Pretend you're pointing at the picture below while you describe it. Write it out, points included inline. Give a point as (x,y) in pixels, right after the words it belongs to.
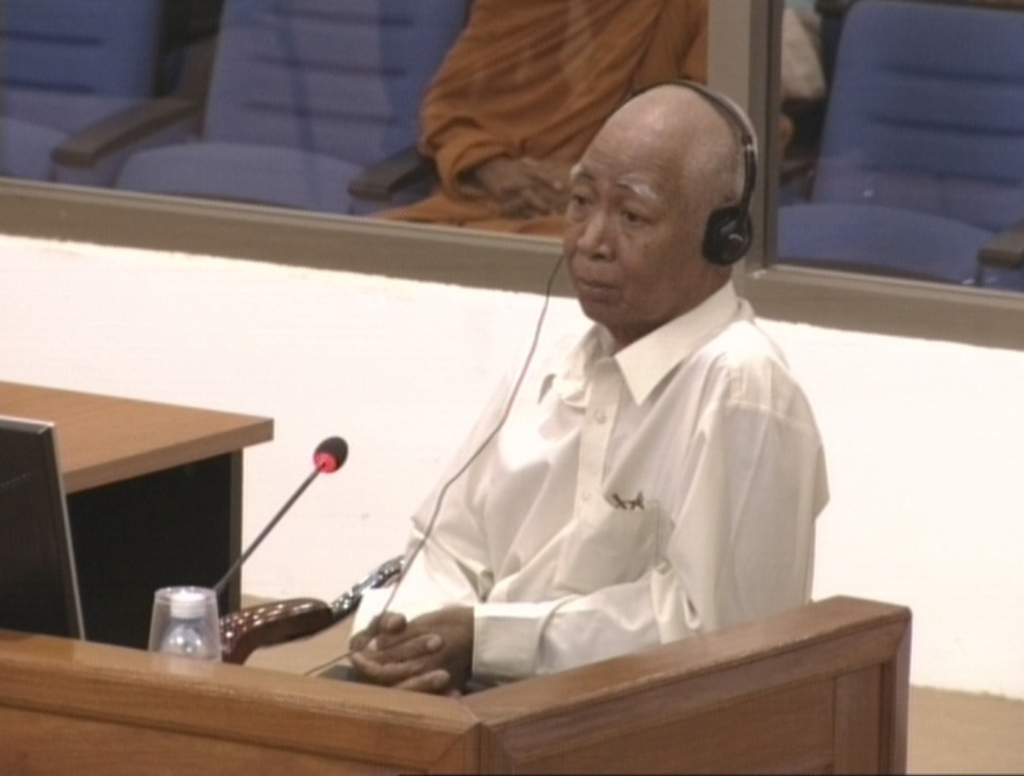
In this image a man (638,501) wearing a white shirt (541,554) is sitting on a chair (295,624). in front of him there is a monitor (42,501), a bottle (184,639) and a mic (325,463) he is wearing a headphone (731,207). Behind him there is a glass wall (327,74). Through the glass wall (805,157) we can see there are many blue chairs (306,133). A person (478,116) is sitting on a blue chair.
